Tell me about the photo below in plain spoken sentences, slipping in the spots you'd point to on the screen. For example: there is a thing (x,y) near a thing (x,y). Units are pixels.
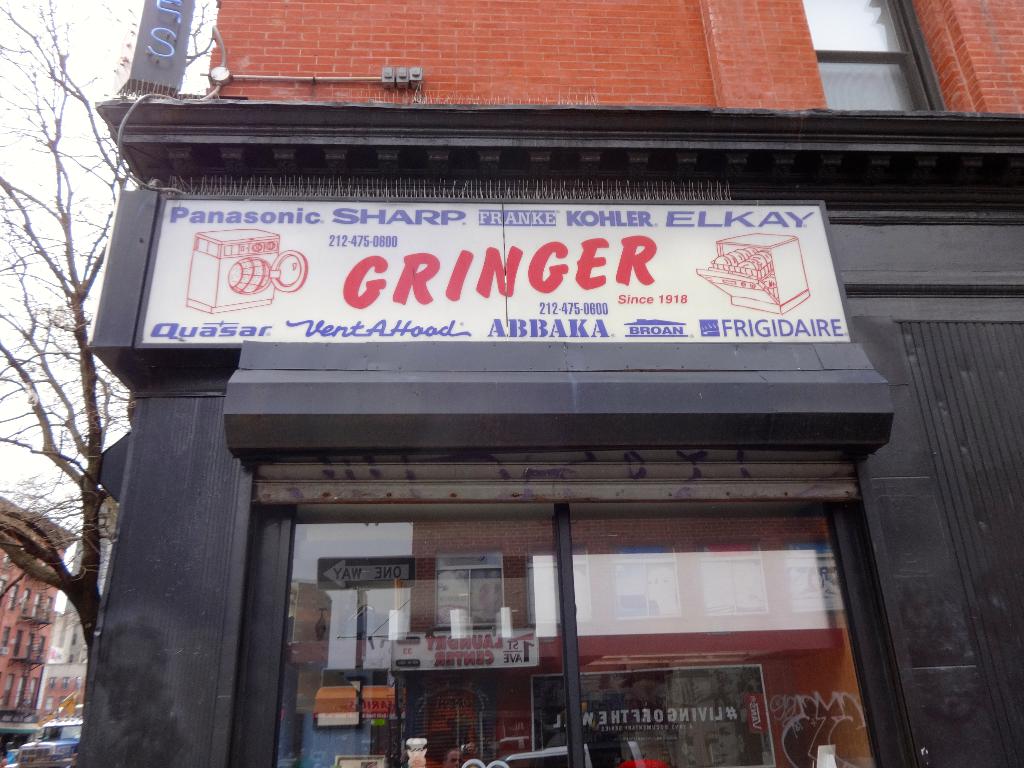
In this picture there are buildings (351,454) and trees (57,582) and there is a vehicle (59,728). There is a board (748,261) on the building (984,316) and there is text (510,327) on the board (535,291). In the foreground (777,661) there is reflection (647,575) of buildings (655,570) and poles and sky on the mirror (766,610).
